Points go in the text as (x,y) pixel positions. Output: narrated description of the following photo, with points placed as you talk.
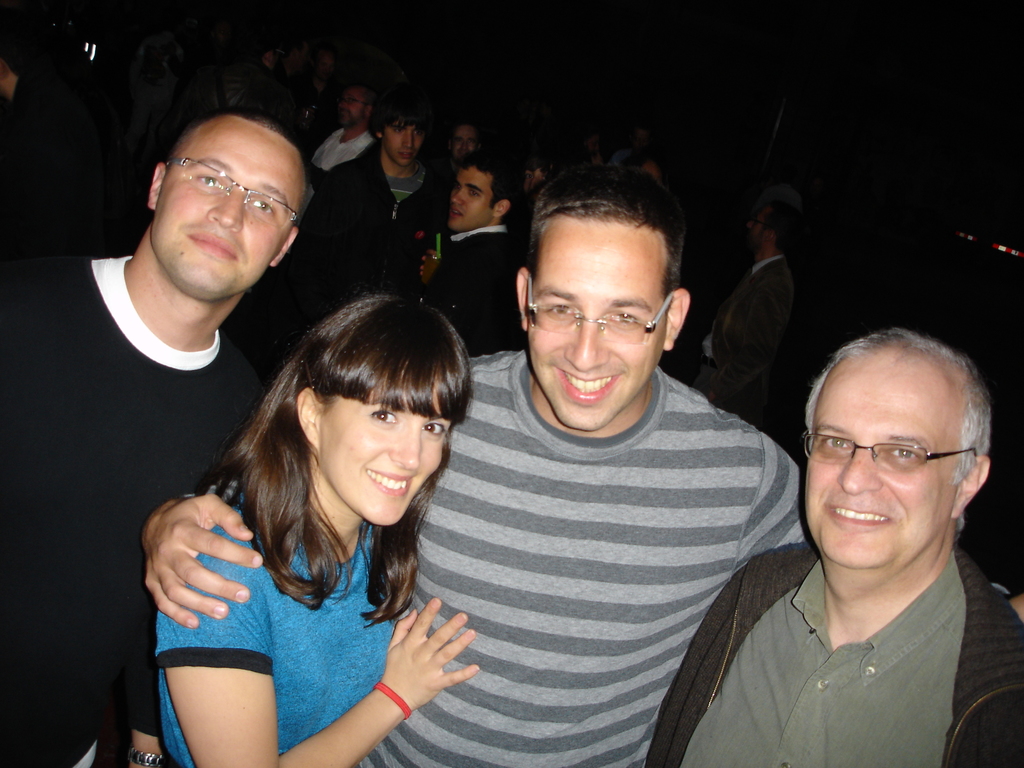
In this image we can see three men (259,212) with glasses (891,448) and a woman (437,382) standing and smiling. In the background (387,96) we can also see a few people (374,100) standing and this image is taken during night time.
